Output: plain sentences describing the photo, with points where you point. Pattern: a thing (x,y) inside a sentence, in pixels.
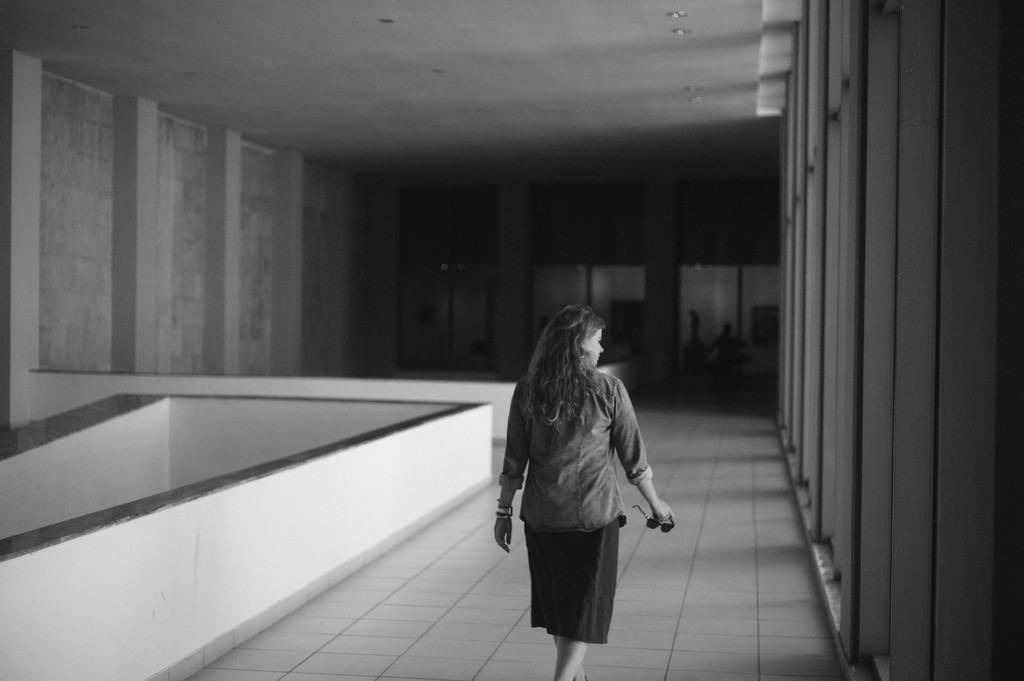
It is a black and white image, there is a woman (548,530) walking on the floor (661,557) and beside the woman (558,452) there is a wall (6,539) and in the background (500,264) there are pillars (512,271) in front of the wall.
